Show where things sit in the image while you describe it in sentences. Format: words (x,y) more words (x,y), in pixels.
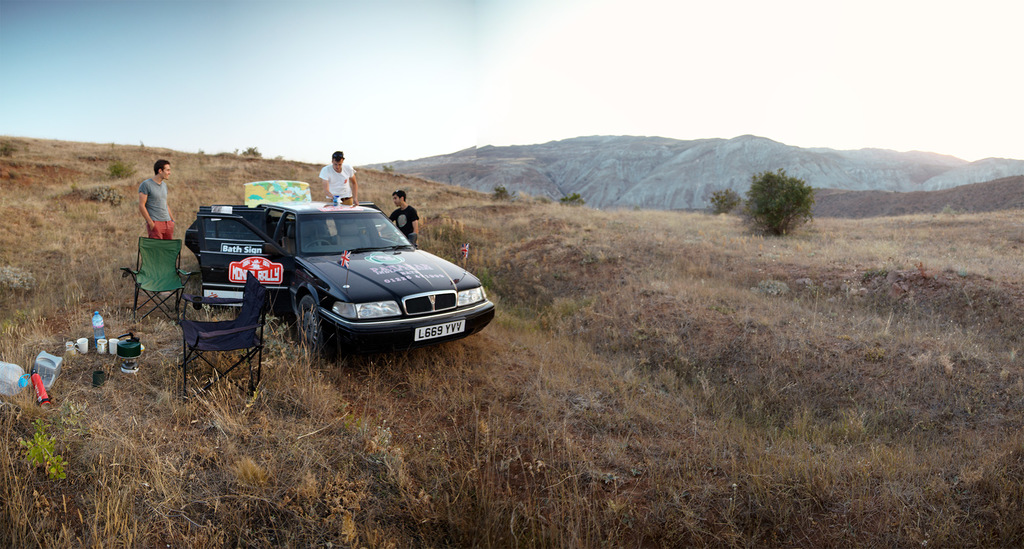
The picture is taken on a hill (162,349). In the center of the picture (401,297) there are chairs (156,277), car (273,244), people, boxes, bottle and other objects (133,359). In the foreground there are shrubs (632,371) and grass (748,246). In the center of the picture (508,197) there mountains (612,169) and trees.
